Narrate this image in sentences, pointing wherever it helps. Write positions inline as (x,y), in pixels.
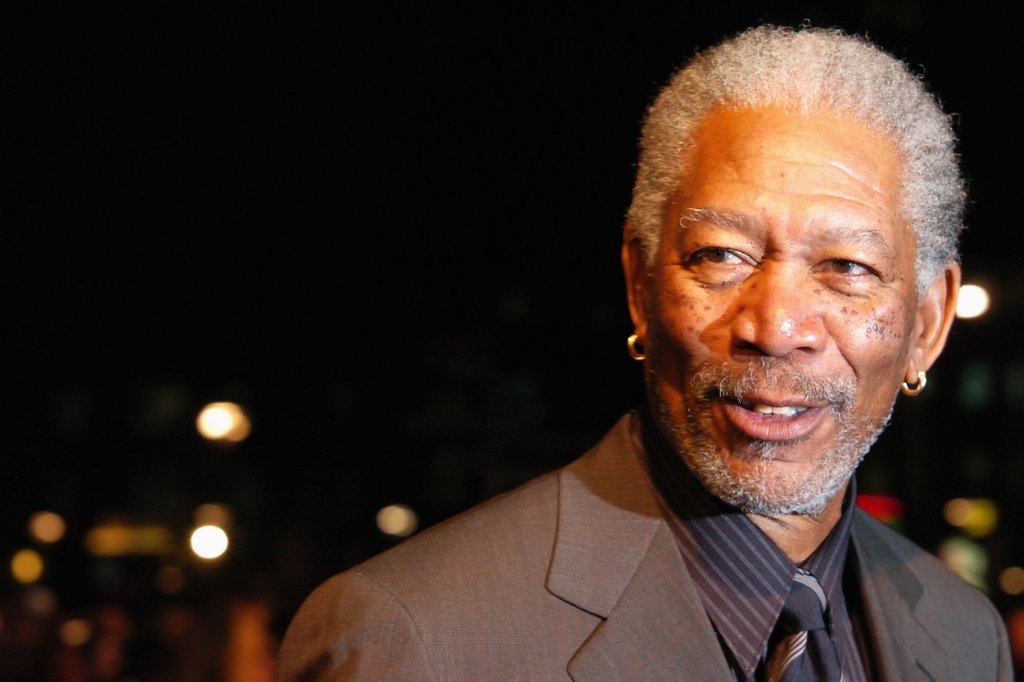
In this picture there is a person (875,349) with brown suit (598,572) is smiling and he is wearing earrings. At the back (152,505) the image is blurry. At the top (351,139) there is sky (379,140).
